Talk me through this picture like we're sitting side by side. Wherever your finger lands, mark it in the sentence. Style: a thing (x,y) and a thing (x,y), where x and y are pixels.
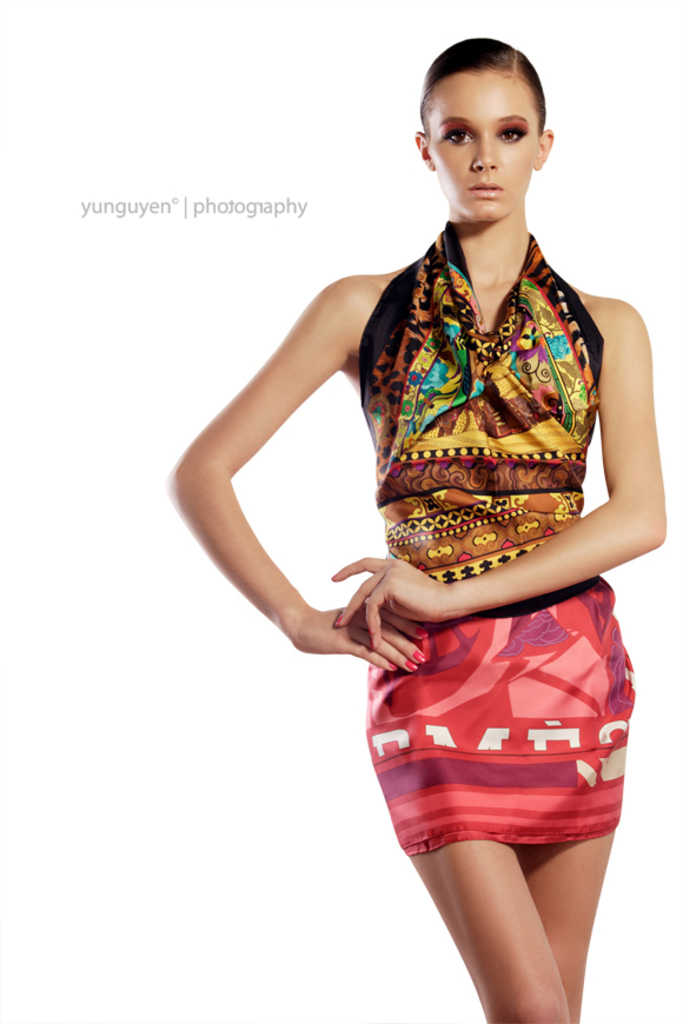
In this image I can see a woman (469,490) and the background (119,295) is white in color.
